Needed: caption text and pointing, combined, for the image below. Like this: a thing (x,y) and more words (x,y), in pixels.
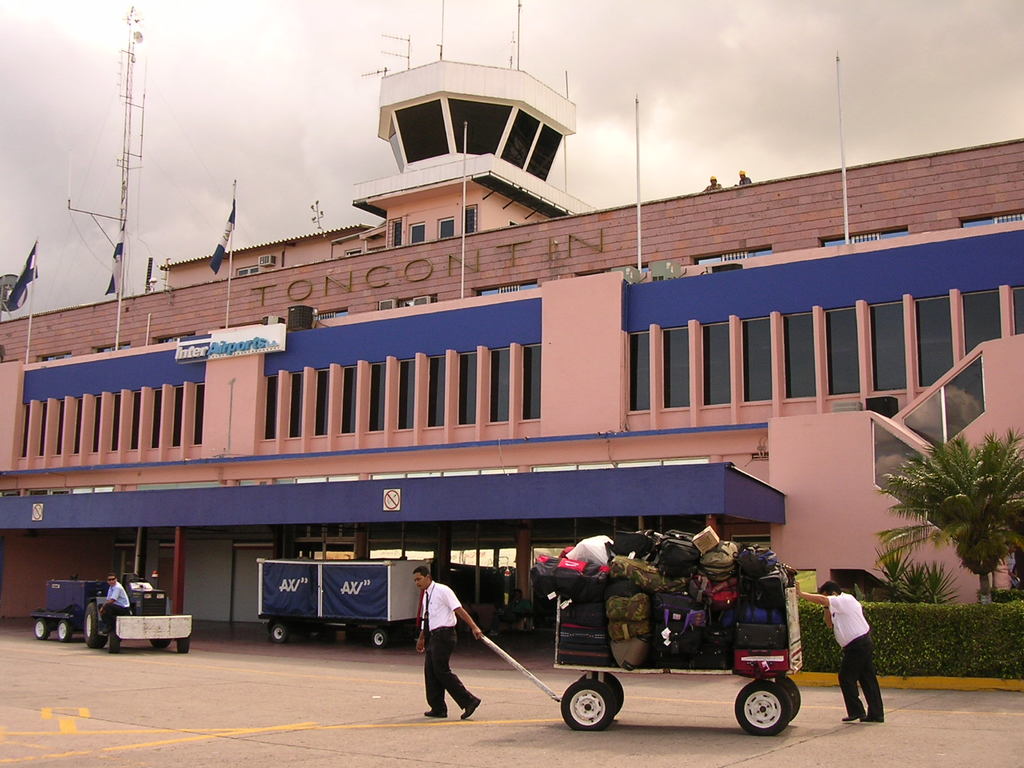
In the center of the image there are two person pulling a trolley (725,659) with bags (672,605) on it. In the background of the image (367,350) there is a building (22,485). There are flagpoles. At the top of the image (661,117) there is sky (147,11). There is a tower (130,73). At the bottom of the image (329,738) there is road (207,721). To the right side of the image (897,487) there is a tree (903,499).
